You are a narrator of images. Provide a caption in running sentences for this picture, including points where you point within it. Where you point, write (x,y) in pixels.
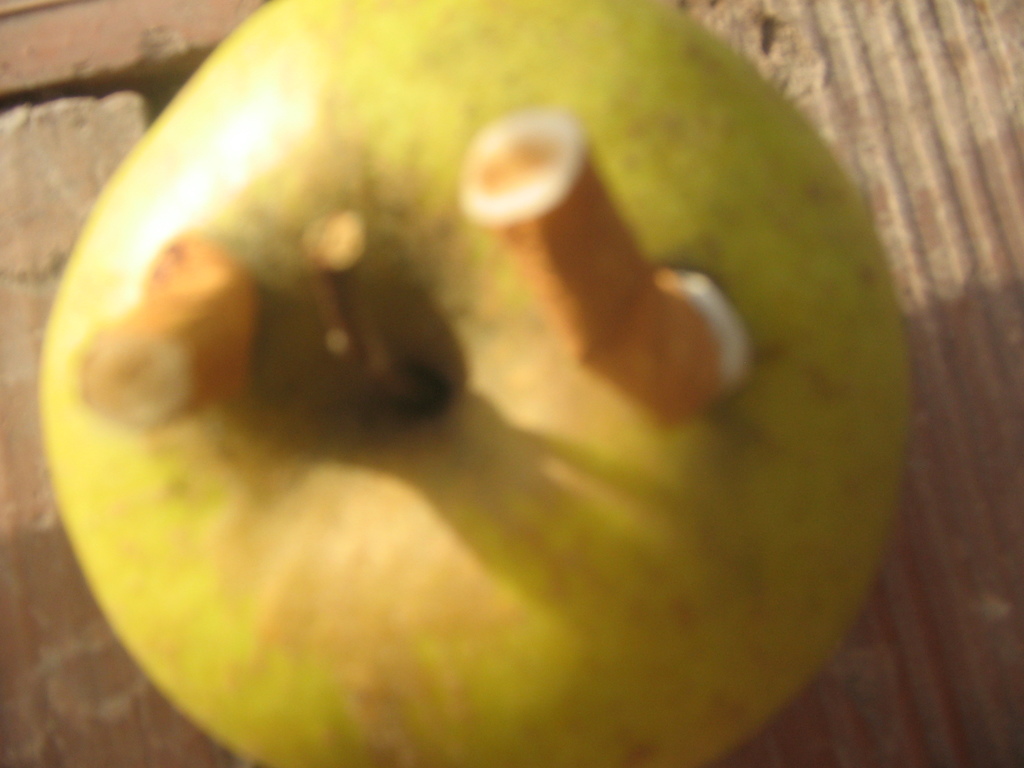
The given image is blurred. In the image we can see an apple (418,566) and on the apple (523,387) there are two half cigarettes (166,321).
